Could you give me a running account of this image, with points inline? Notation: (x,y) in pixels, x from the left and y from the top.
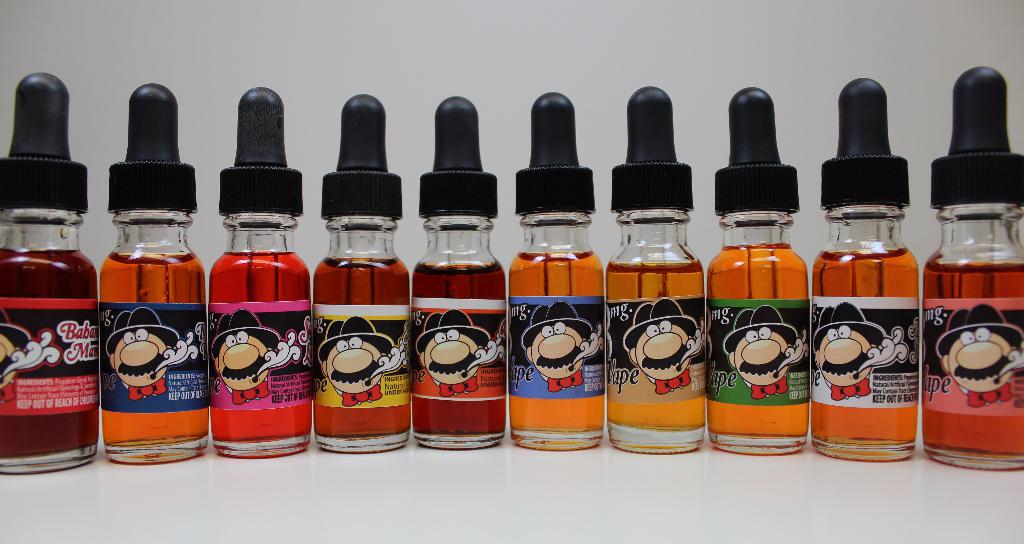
There are many bottles (799,277). Inside bottles (192,248) there are different color solutions (560,263). And there are labels (627,362) on the bottle (464,349).
